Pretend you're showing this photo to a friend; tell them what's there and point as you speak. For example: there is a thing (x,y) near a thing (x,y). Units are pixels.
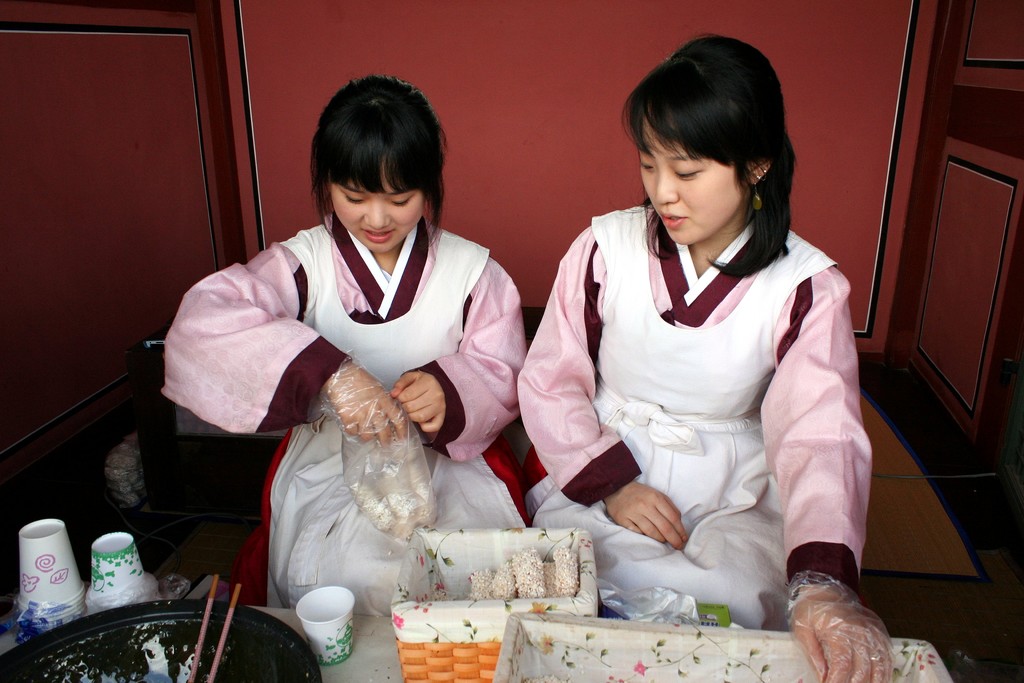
In this image, there are a few people (754,345). At the bottom (237,585), we can see some objects (253,627) like a container (113,608), few cups (347,590) and some boxes (553,611) with food items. We can also see the ground (978,502) and some wires (139,536). We can see some objects (138,475) on the left (126,454). We can also see the wall (553,155).
